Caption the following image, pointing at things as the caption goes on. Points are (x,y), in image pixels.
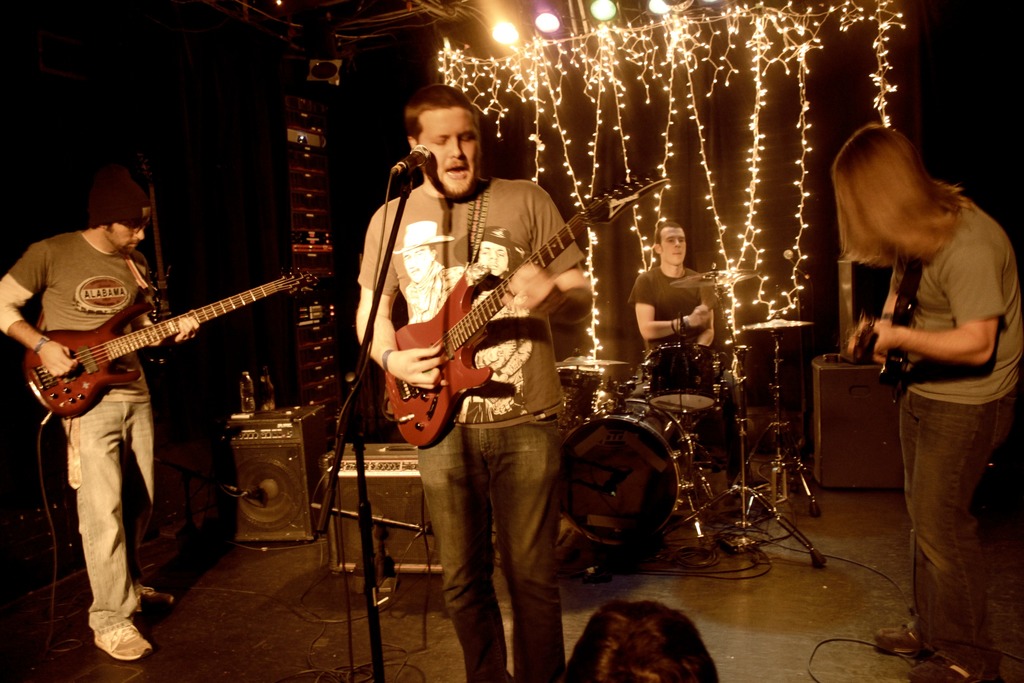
In this image we can see this three persons (405,366) are holding a guitar (440,322) and playing it. This person (440,351) is singing through the mic (415,164) in front of him. In the background (713,370) we can see this person (643,336) is playing drums (696,393). There are show lights (512,20) in the background (636,39).
